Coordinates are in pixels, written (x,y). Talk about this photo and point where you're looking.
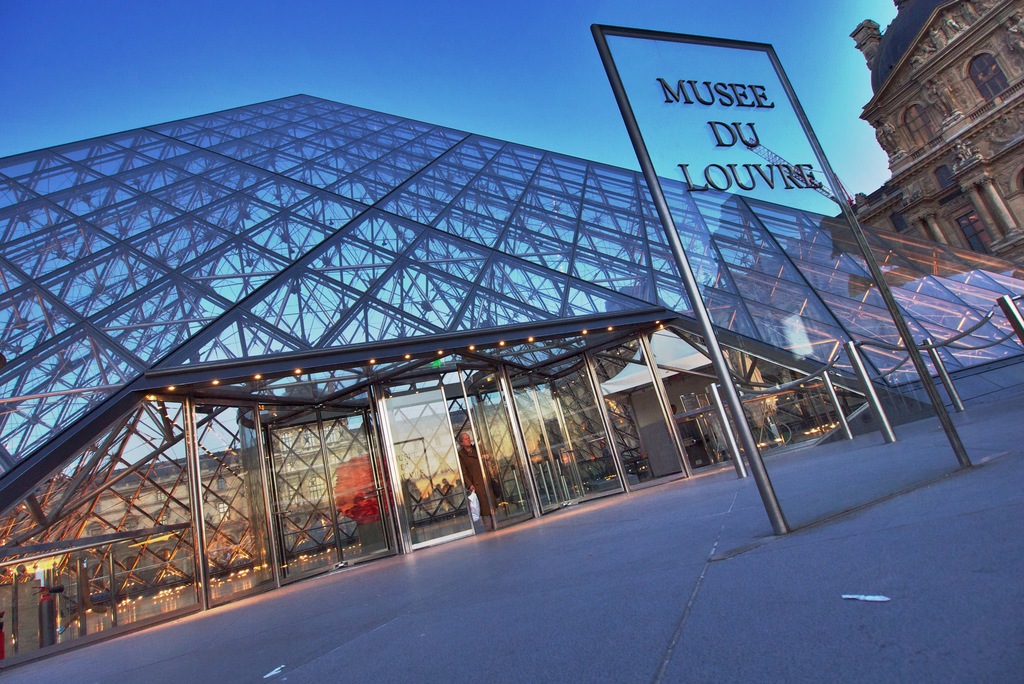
In front of the image there is a glass board (692,166) with name (718,81) on it, around the glass (701,193) there is metal rods (605,49), behind that there is a building (208,225) with glass (149,225) supported by metal rods (242,359), in front of the building (453,439) there is a person (476,459), above the person (476,459) there are lights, on the top right of the image (906,129) there is another building (903,90).
